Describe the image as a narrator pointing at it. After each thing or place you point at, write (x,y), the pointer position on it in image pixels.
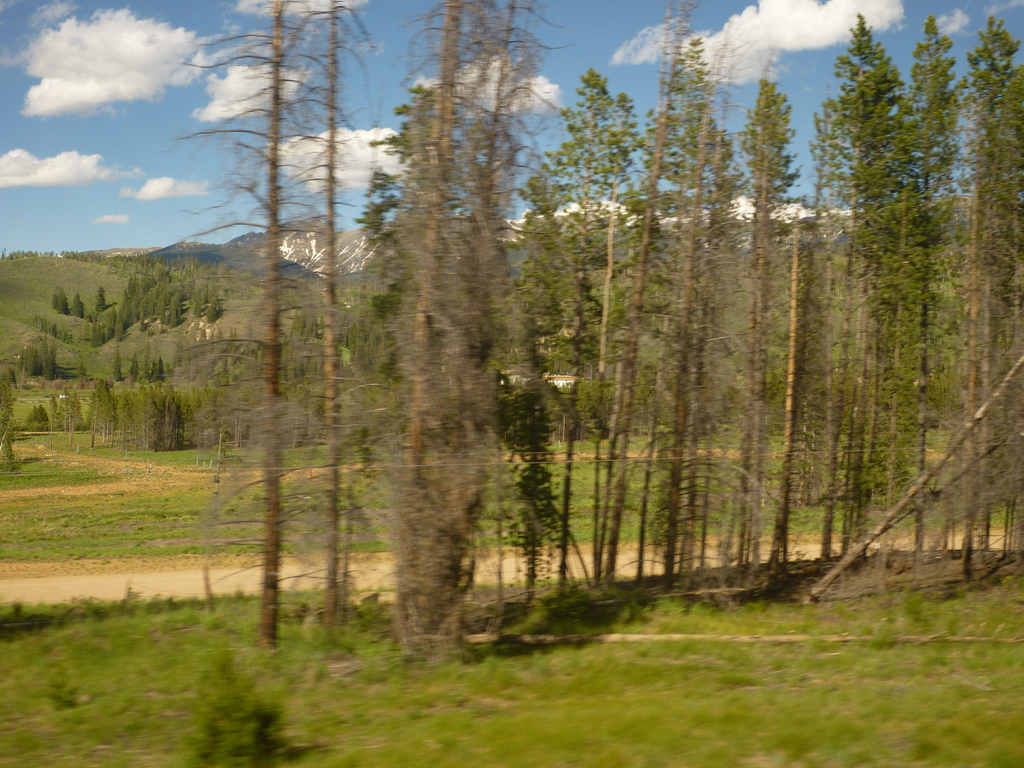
In this image we can see grassy land (129,497) and trees (424,500). In the background (233,254), we can see mountains (314,257). At the top of the image (101,55), we can see the sky (620,46) with clouds (62,154).
